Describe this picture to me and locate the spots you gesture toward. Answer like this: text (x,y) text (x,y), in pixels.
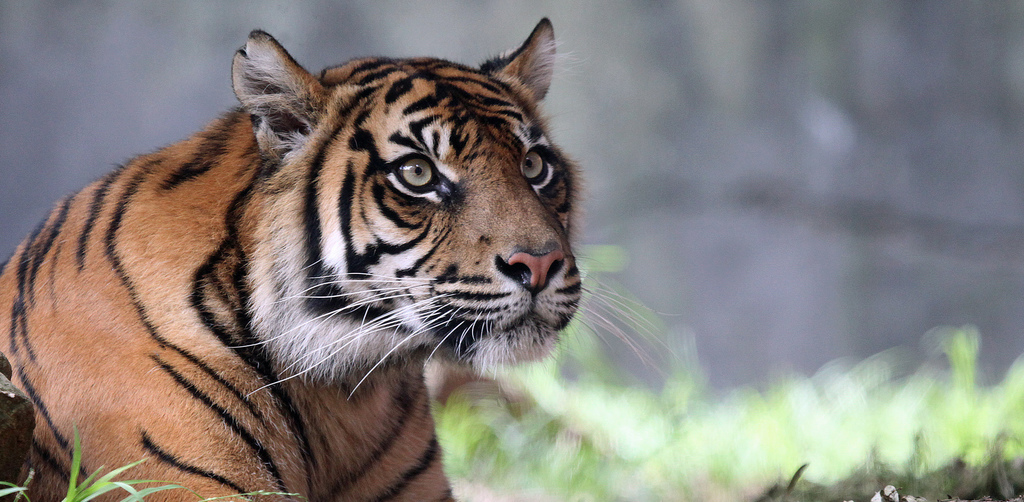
In this picture we can observe a tiger (381,323). We can observe some grass (767,453) on the ground (670,467). The background (741,131) is completely blurred.
